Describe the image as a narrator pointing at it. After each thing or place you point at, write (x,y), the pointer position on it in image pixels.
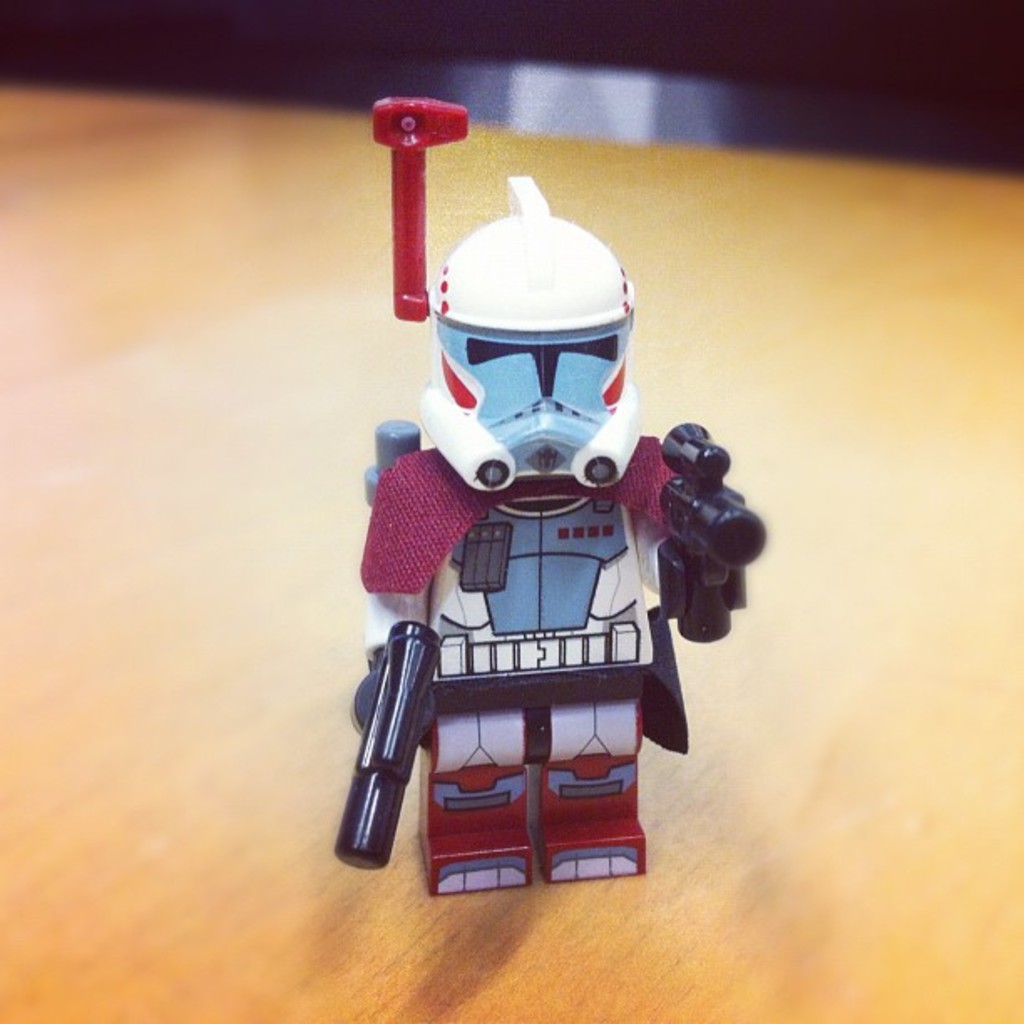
In this image we can see a toy (485,653) on a wooden surface (275,478). In the back (168,36) it is blurry.
